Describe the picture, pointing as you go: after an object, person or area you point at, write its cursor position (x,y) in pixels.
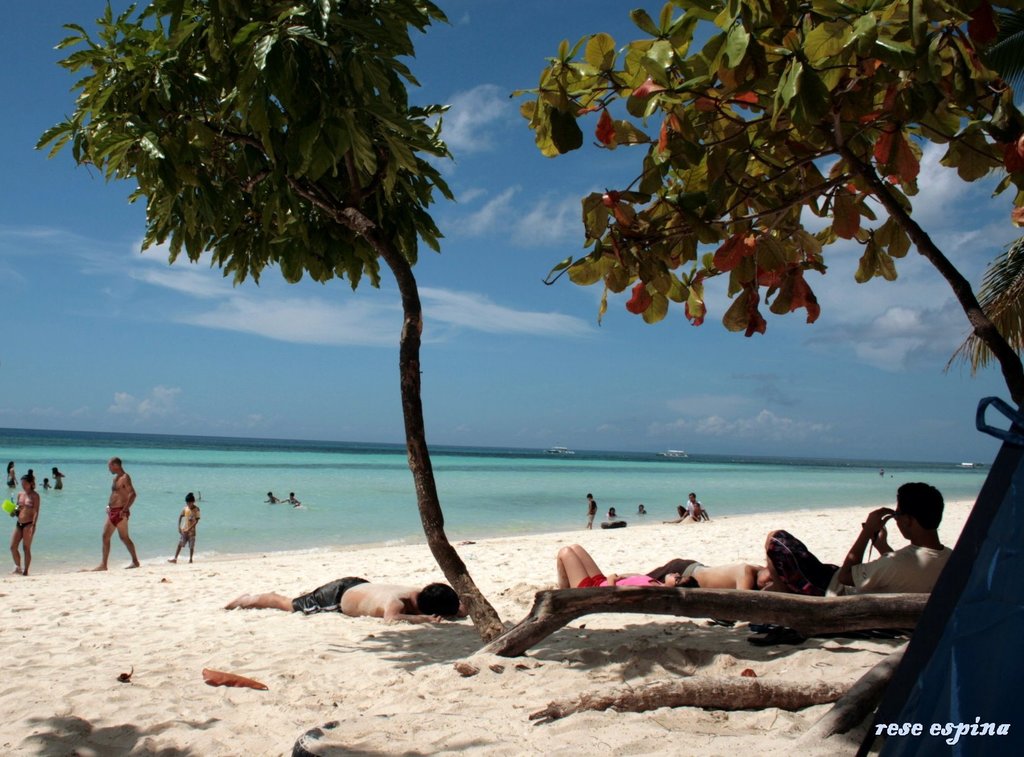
In the foreground (810,589) I can see a group of people (745,586) are lying on sand (591,653), trees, text (903,727), tent (905,710) and a group of people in the water (587,502). In the background (894,437) I can see boats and the sky (551,413). This image is taken may be on the sandy beach (273,623).
